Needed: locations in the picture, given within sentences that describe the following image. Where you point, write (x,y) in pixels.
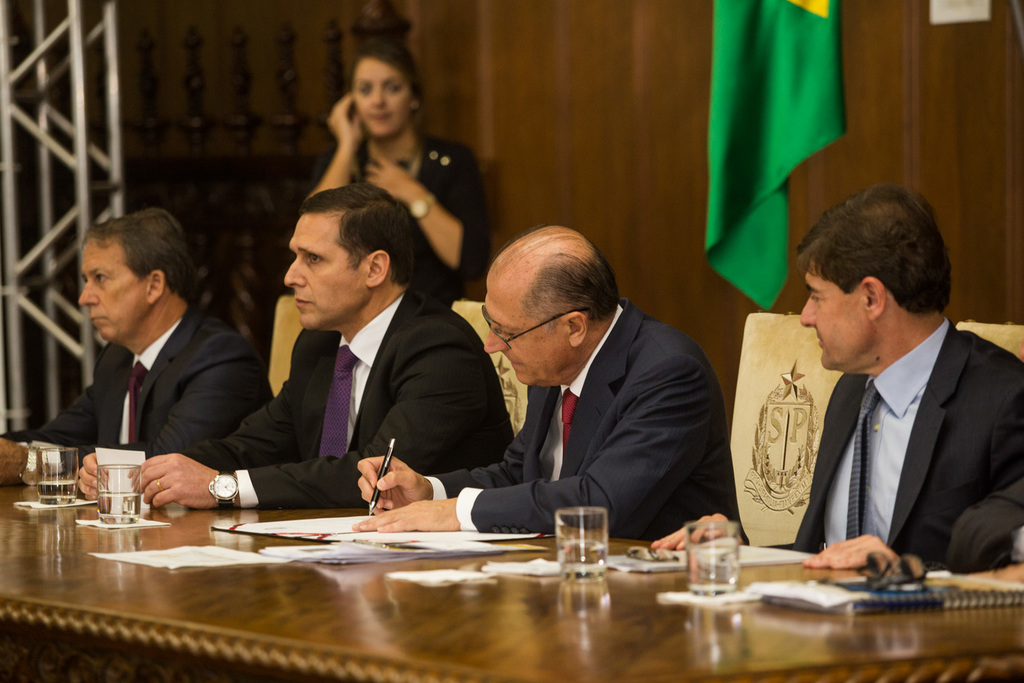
This picture is clicked inside. In the foreground (284,611) there is a table (821,658) on the top of which book (902,603), papers (776,591), glasses (58,484) of water (598,565) and some other items (910,560) are placed. On the right (935,385) there is a person (842,391) wearing suit (842,431) and sitting on the chair (806,358). In the center (545,308) there is a man (586,366) wearing suit (599,430), sitting on the chair (796,444), holding a pen (376,499) and seems to be writing something on the paper (325,526). On the left (122,295) we can see the two persons (199,391) wearing suits (381,379) and sitting on the chairs (470,311). In the background (335,110) we can see the metal rods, flag (763,96) and a person (406,114) standing on the ground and seems to be talking on a mobile phone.
